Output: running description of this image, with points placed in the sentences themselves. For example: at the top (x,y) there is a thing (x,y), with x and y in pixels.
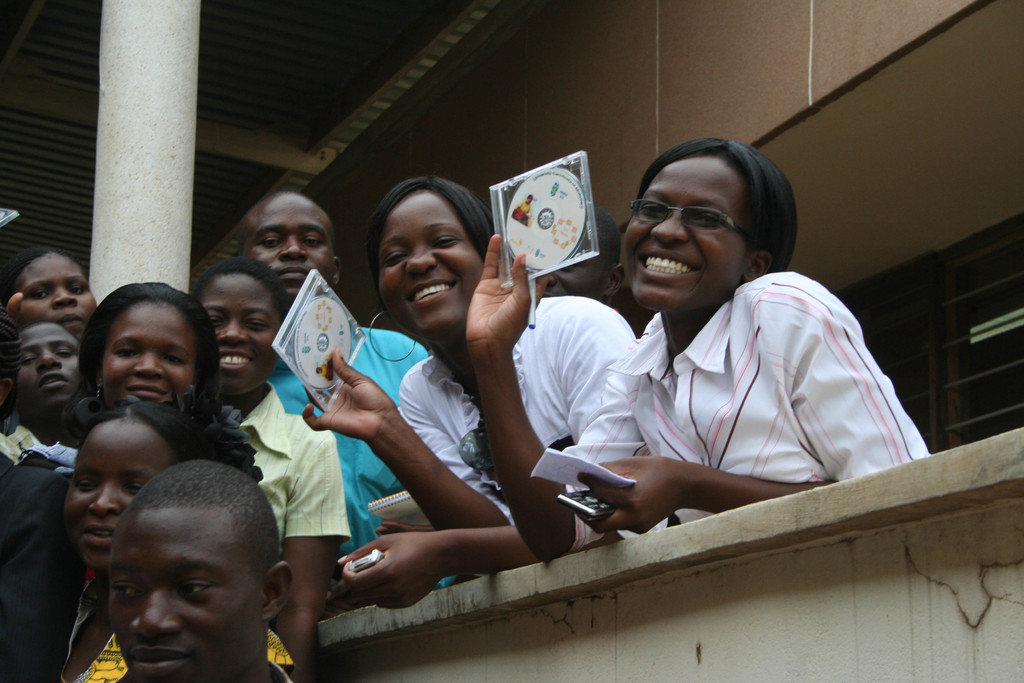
In this image I can see the group of people (269,467) with different color dresses (314,475). I can see few people (418,366) holding the CDs (504,221). These people (404,229) are inside the building (376,90). There is a pillar (144,118) in the back (139,158).
